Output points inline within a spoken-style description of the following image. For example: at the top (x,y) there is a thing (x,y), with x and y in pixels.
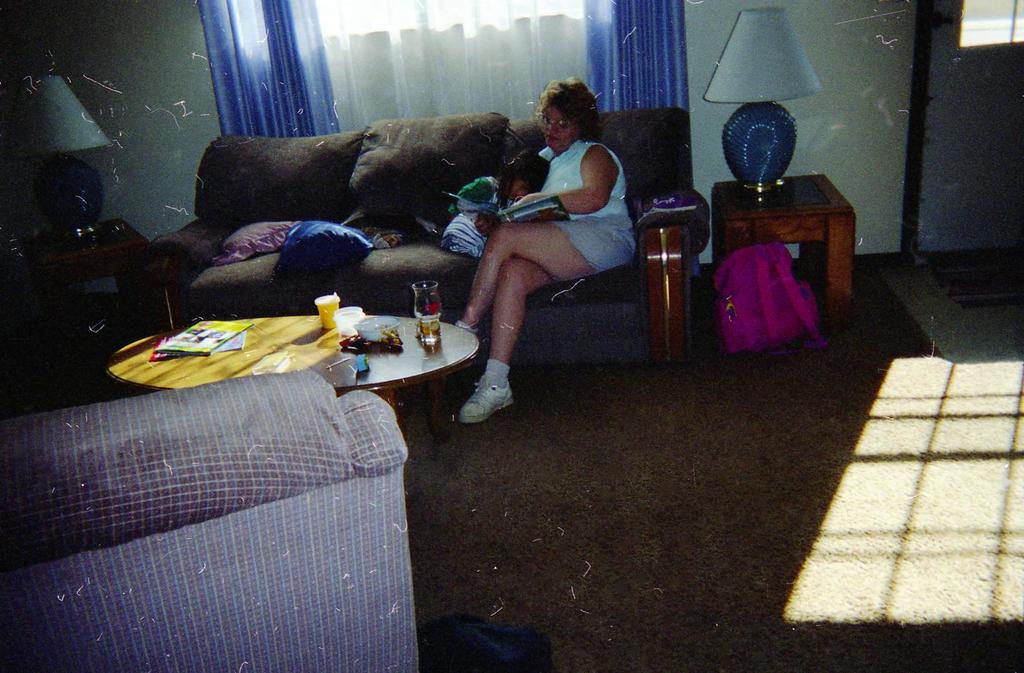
there is a lady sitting on the sofa (660,169) and a child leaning against her behind her there is a lamp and a window curtains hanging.
